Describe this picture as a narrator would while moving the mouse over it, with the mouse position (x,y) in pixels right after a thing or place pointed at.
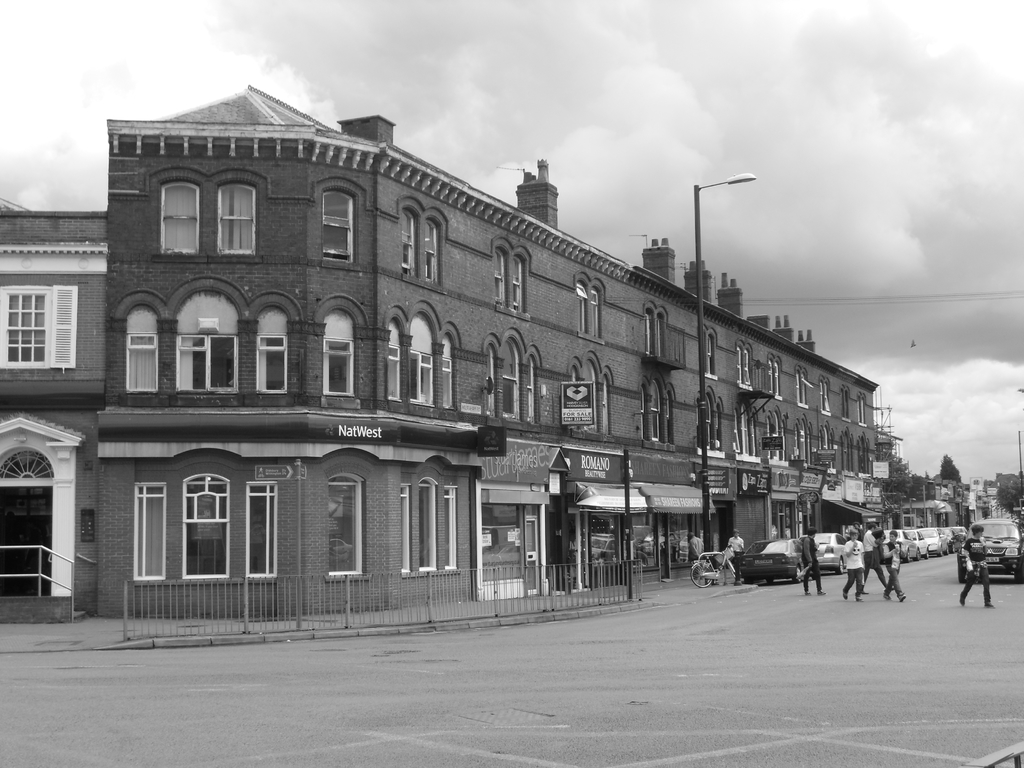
This is a black and white picture and in this picture we can see some people (806,555) walking, vehicles (907,532) on the road (634,672), bicycle (699,572), fence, light pole (700,448), posters (676,467), trees (950,463), buildings (508,440) with windows (742,437) and some objects (837,506) and in the background (510,84) we can see the sky (706,145) with clouds (717,204).
